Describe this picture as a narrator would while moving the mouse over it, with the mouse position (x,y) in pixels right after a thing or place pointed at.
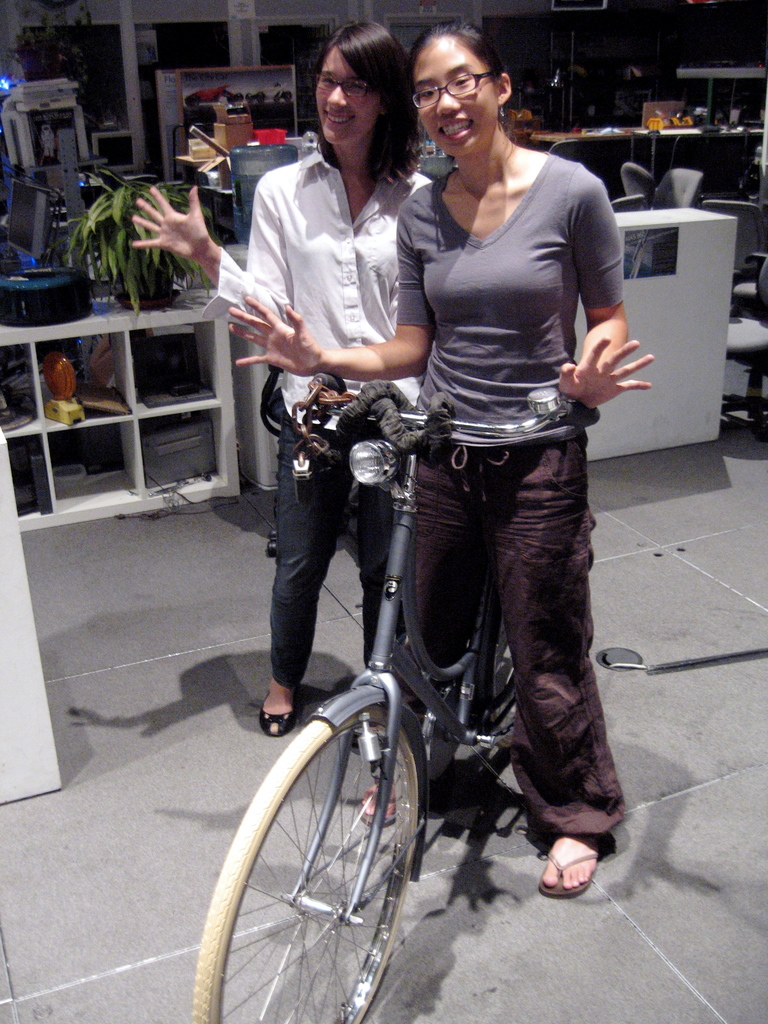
In this image we can see two people (589,507) standing on the ground (524,891). We can also see a bicycle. On the backside (13,363) we can see some objects (21,371) placed in the shelves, a plant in a pot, a laptop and some objects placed on the tables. We can also see some chairs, devices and some frames (234,79).
